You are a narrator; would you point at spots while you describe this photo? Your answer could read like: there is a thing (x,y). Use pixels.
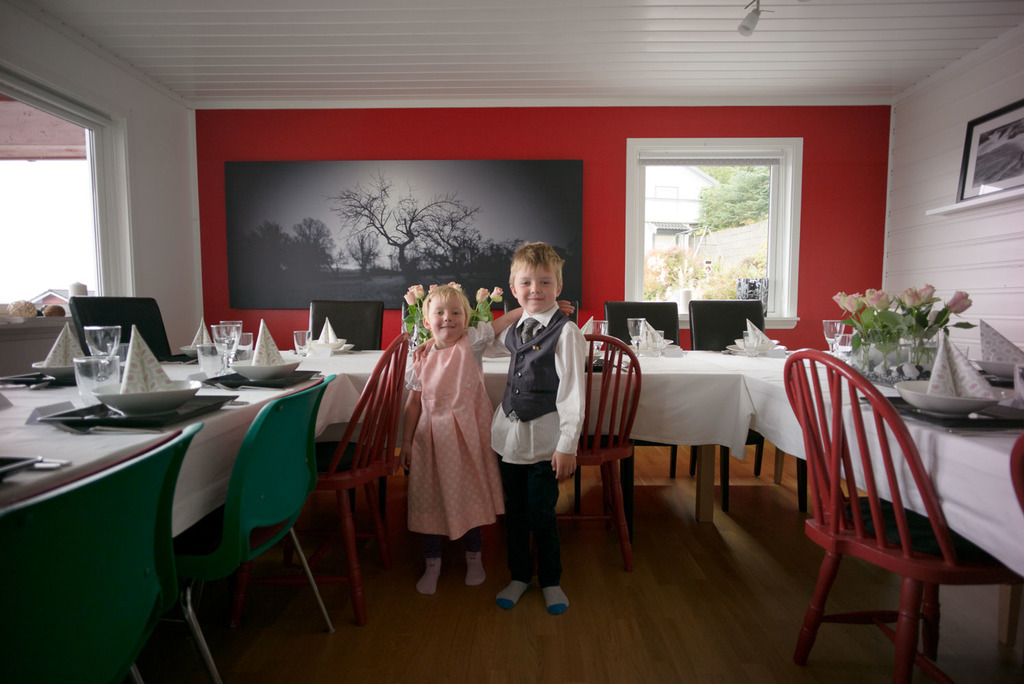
In this image there is a boy (501,435) and a girl (459,467) standing on a wooden floor (589,611), around them there are chairs (373,472), tables (978,444), on that tables (650,368) there are glasses (87,382), bowls (129,396) and flower vases (423,332), in the background (388,335) there is wall (975,64) for that wall (1005,257) there are windows (645,182), photo frames (987,128), at the top (499,92) there is a ceiling (403,25).
